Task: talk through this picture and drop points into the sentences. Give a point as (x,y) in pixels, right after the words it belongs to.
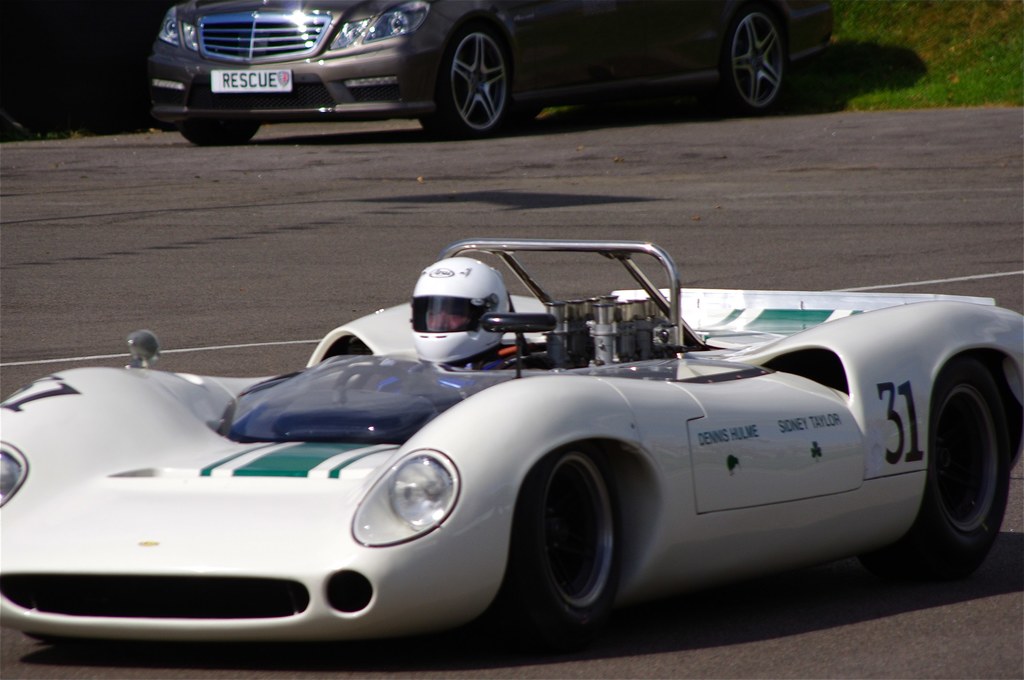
In this picture there is a person (484,276) riding a car (379,620) and there is another car (207,113) here in the backdrop (450,69).
